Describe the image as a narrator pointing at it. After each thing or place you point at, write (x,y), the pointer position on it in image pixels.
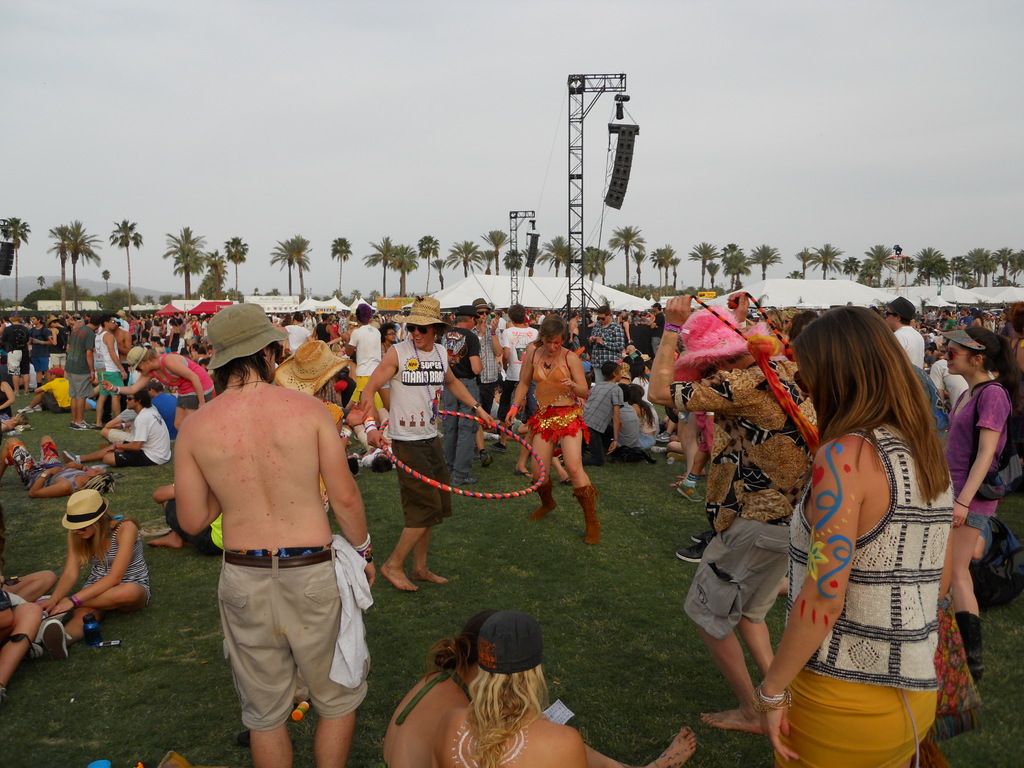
In the foreground of this image (315,438), there are people (327,434) standing and sitting on the grass (493,594). In the middle (373,442), there is a man (373,442) standing and holding a circular ring (533,449). In the background (516,294), there are tents (536,297), few pole like structures (522,220), trees (302,273) and the sky (230,77).
